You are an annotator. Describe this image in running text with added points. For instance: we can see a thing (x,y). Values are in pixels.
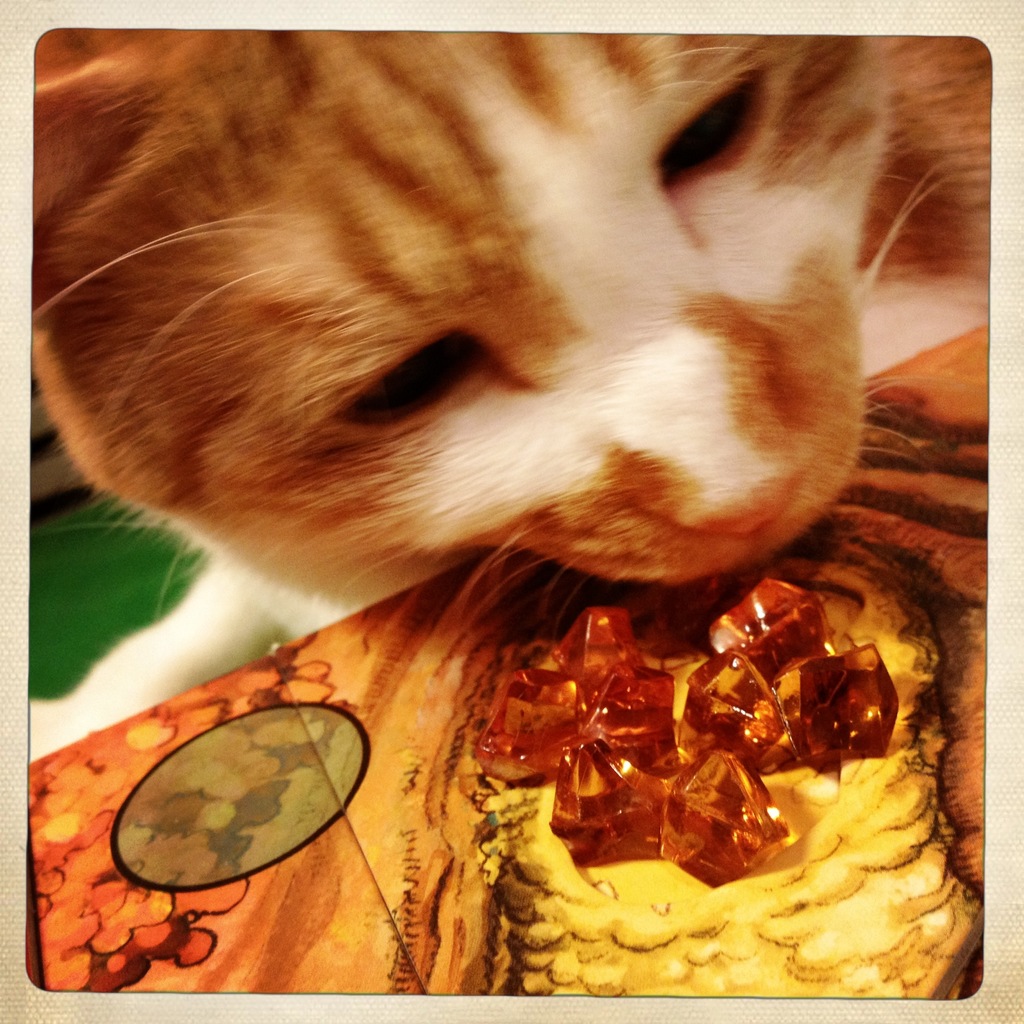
This is an edited image and I can see a cat (404,490). In front of the cat (512,445), there are crystals (655,813) on an object (312,892).
